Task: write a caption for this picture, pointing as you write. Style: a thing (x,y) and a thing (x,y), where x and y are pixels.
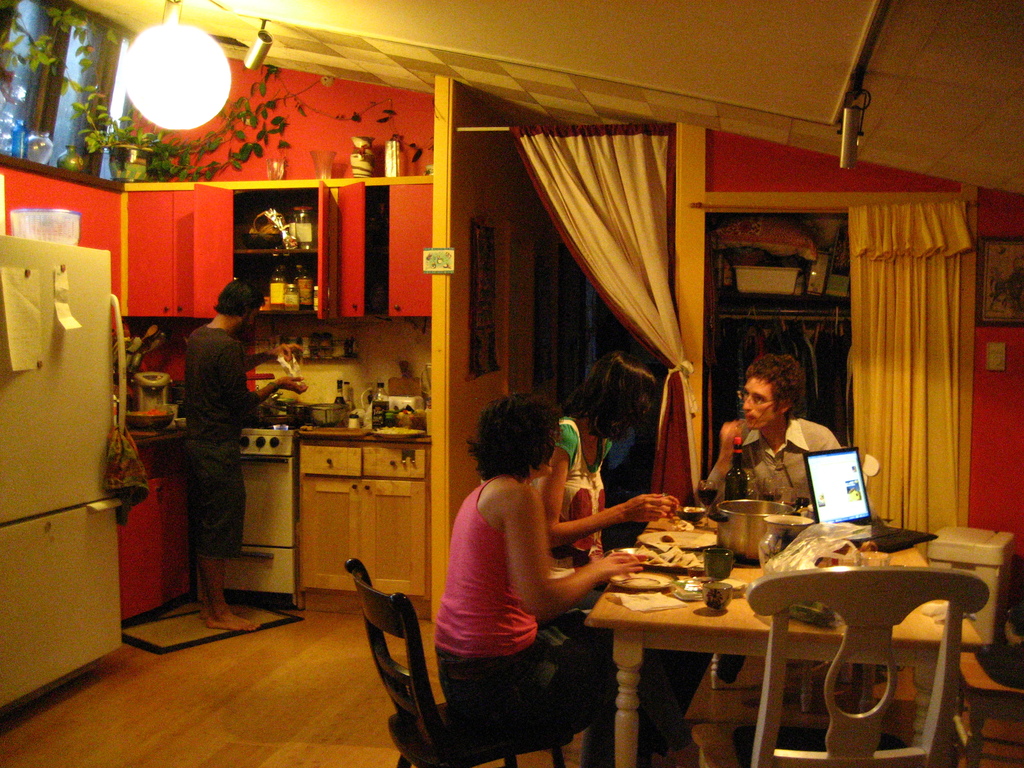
This picture might be taken in a house, in this image on the right side (686,669) there are some people (527,568) who are sitting around the table (652,615) and on the table (697,606) there are some vessels (782,547), laptop (839,517), covers (793,553) and some food items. And in the background (923,307) there are some curtains (860,304) and photo frames (997,269) on the wall (501,204). On the left side (47,328) there is a fridge (90,497) and one person (249,362) is standing and cooking something, in front of him there is one stove (264,524) and also we could see some vessels (338,409), plants (98,137), window (62,97) and some lights (191,30). At the bottom (298,691) there is floor (175,674) and one carpet (175,635).
